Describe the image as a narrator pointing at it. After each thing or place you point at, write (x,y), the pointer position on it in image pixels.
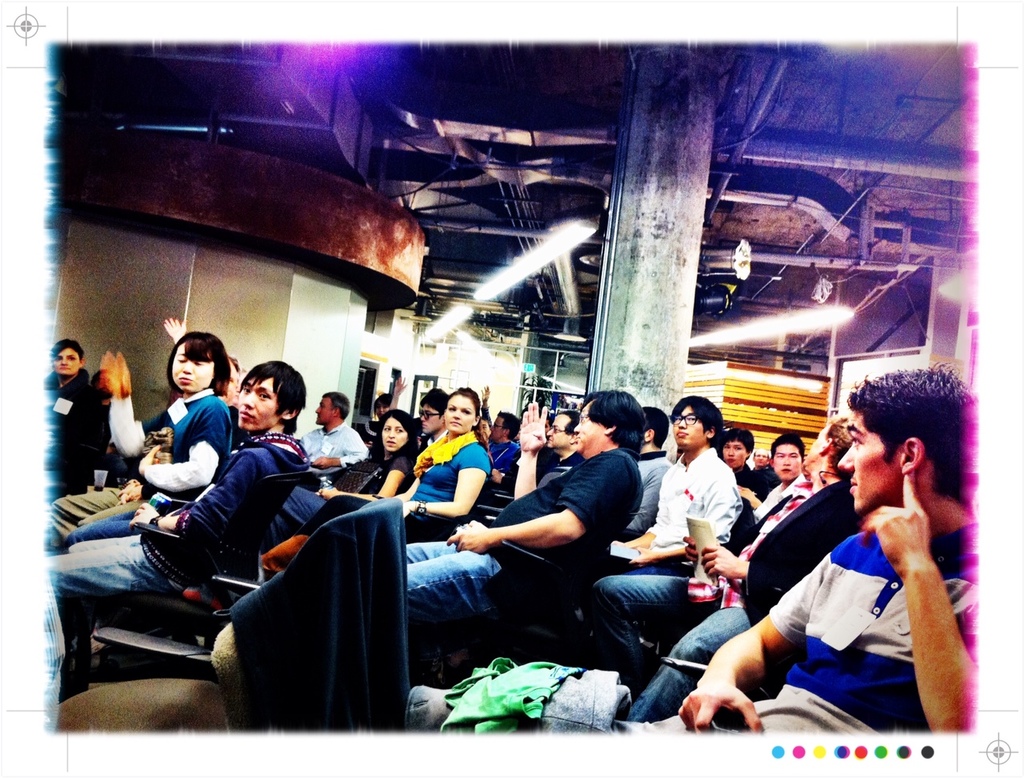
This image consists of many people (823,495) sitting in the chairs (262,634). In the middle (656,268), there is a pillar (665,259). At the top (412,103), there is a roof (456,143). On the left (185,252), there is a wall (123,281).
